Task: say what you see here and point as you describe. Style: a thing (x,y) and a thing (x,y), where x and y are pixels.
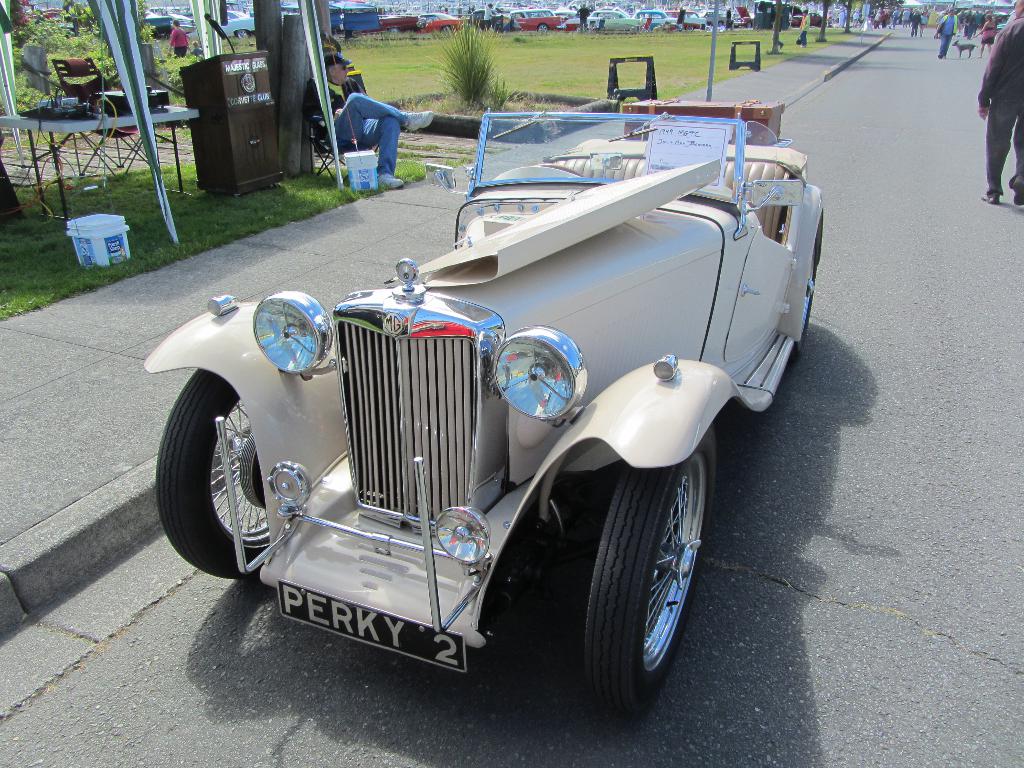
In this image we can see a few vehicles (436,588) on the road (888,59), there are some people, plants (99,63), grass (405,164), buckets (86,227) and some other objects (98,76) on the ground (89,211), also we can see a podium (261,133), mic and a table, on the table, we can see some objects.
